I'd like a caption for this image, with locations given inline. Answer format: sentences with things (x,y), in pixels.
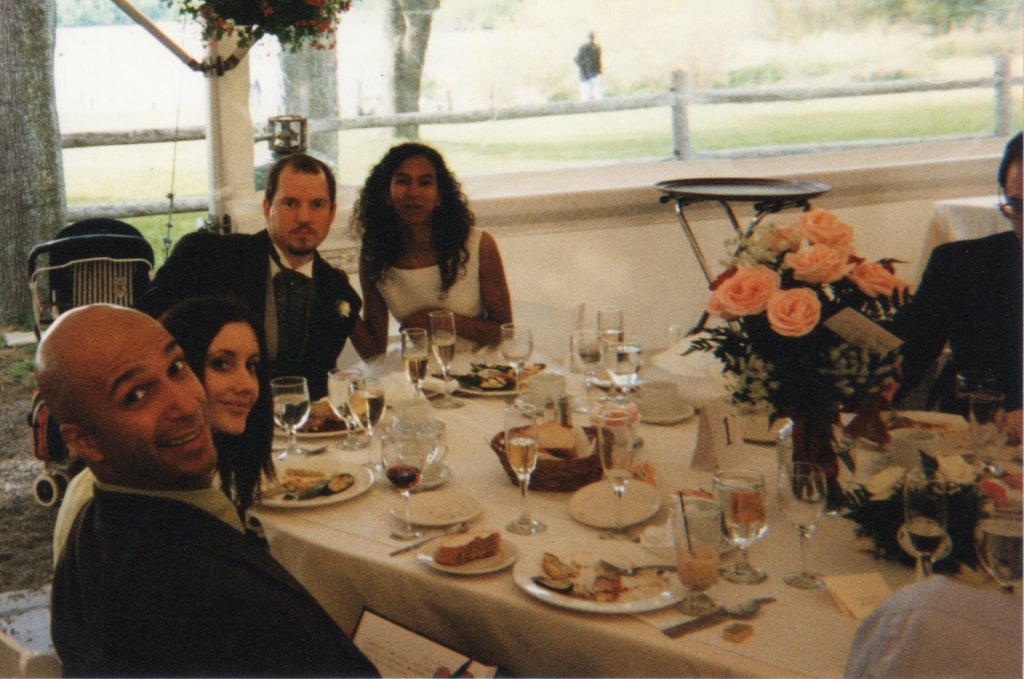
In this image can see the people (235,484) sitting on the chairs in front of the dining table (750,674) which is covered with the white cloth (530,636) and on the table (850,632) we can see the plates (580,600) of food (570,592), glasses (588,385), flower vase (866,398), spoons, tissues (667,539) and also the bowl (570,448) of food items (558,443). In the background (586,151), we can see the chairs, trees (4,245), grass (628,125) and also the wooden fence (607,106). We can also see a person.
